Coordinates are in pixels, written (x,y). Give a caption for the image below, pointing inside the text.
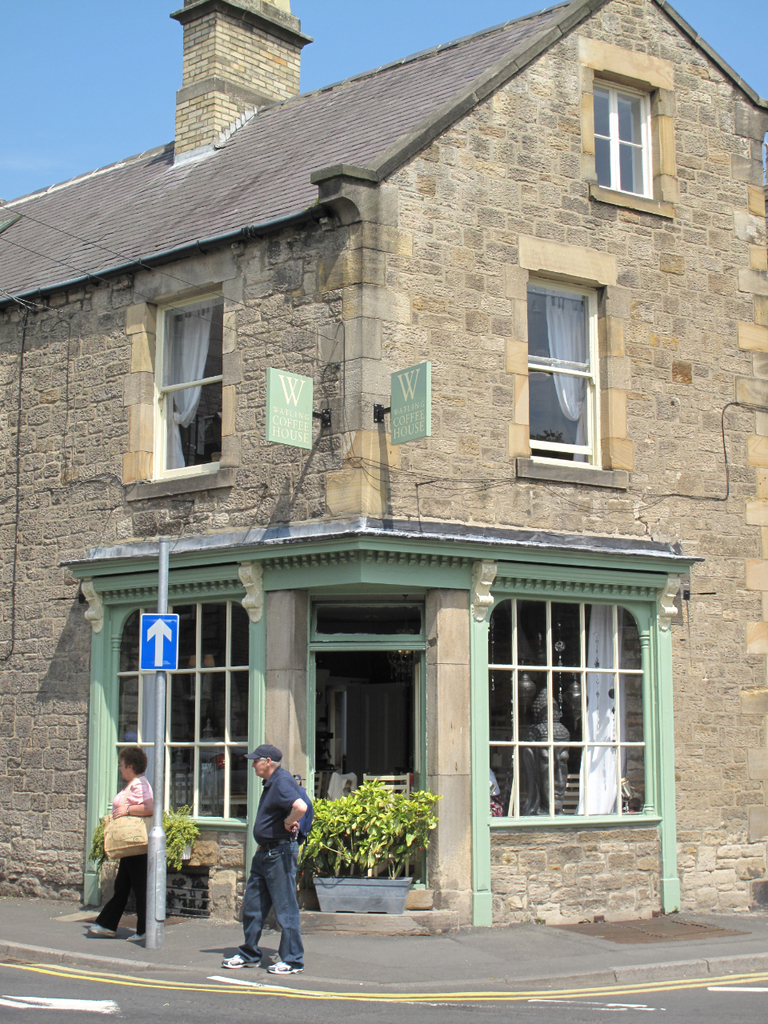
In the background (133,35) we can see the sky (81,67). In this picture we can see a building (582,375), windows (177,402). Through the glass (540,358) curtains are visible. We can see boards (165,650), plants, pot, pole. At the bottom portion of the picture (404,1000) we can see the road (200,1014).
